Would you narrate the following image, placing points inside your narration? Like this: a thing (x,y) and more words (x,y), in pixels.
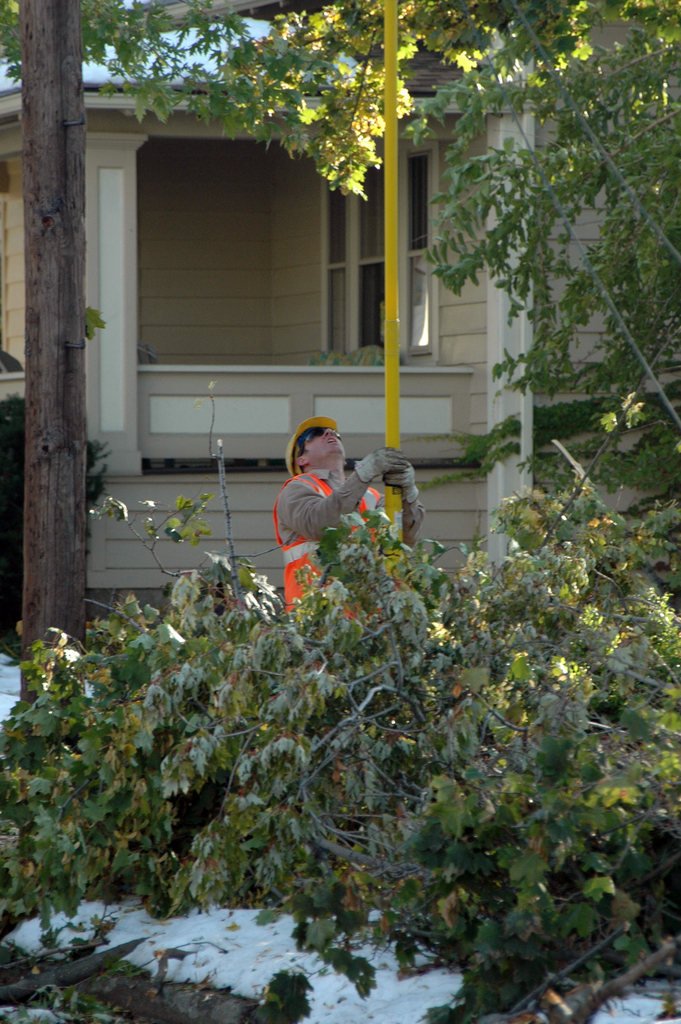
There is a person (345,485) wearing gloves (381,466), goggles (319,431) and a cap (321,423) is holding a pole (391,357). There is a tree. On the ground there are branches (460,603). In the back (279,233) there is a building (279,233) with windows (401,350) and pillar (117,289).
